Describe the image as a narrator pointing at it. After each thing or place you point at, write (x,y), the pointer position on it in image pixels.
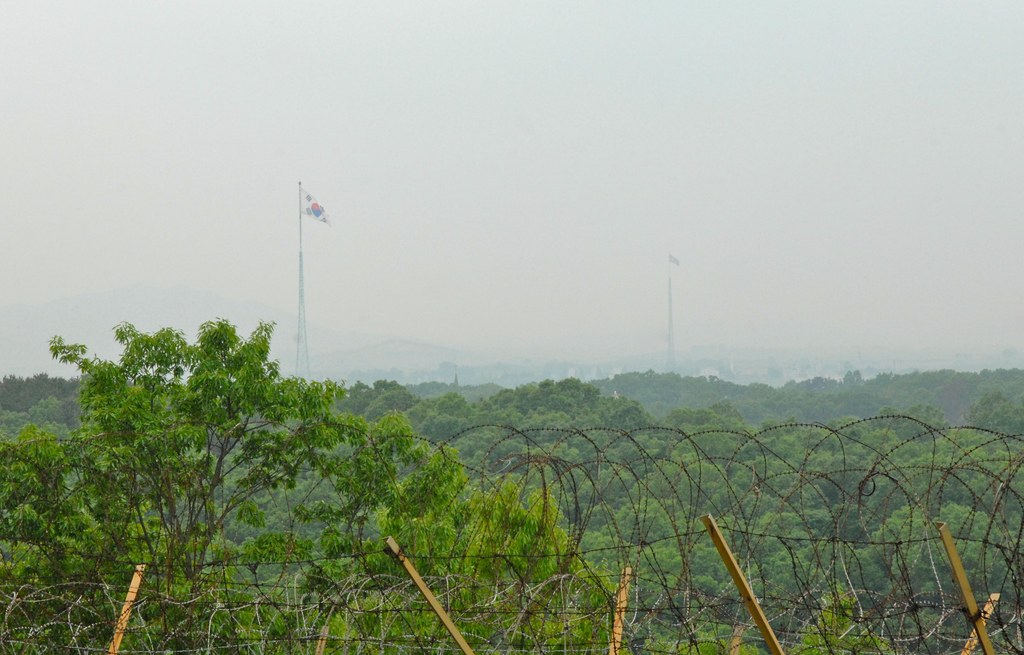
In this image I can see few trees (426,513), fencing (372,577) and flags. The sky (546,184) is in white color.
